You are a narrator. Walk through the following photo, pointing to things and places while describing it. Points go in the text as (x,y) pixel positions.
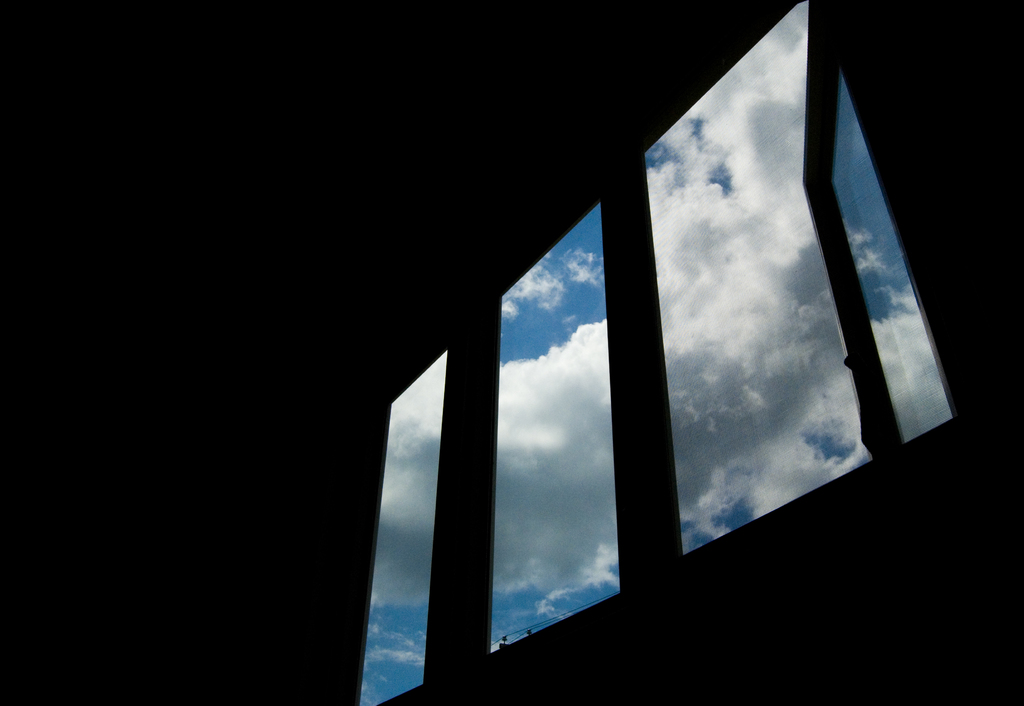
In the center of the image (531,271) there is window (778,28). There is sky (550,266).
